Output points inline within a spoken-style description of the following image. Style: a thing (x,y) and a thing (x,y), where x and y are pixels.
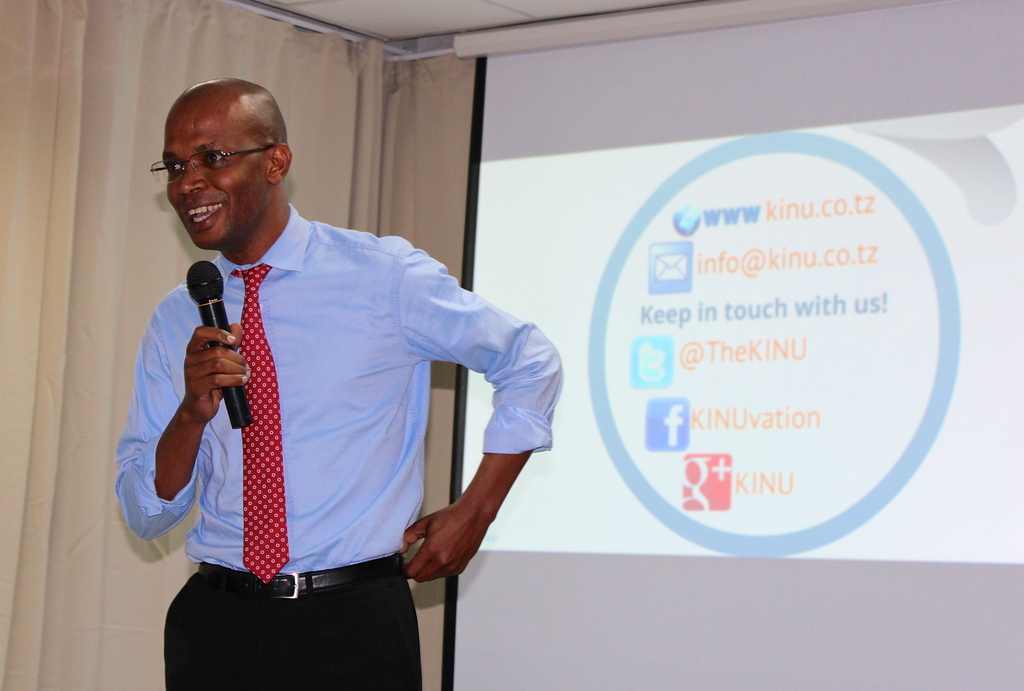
In this picture there is a person (272,122) who is standing on the left side of the image (172,185), by holding a mic (191,281) in his hand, there is a projector screen (650,332) on the right side of the image (743,425) and there is a curtain (105,73) on the left side of the image (81,208).
